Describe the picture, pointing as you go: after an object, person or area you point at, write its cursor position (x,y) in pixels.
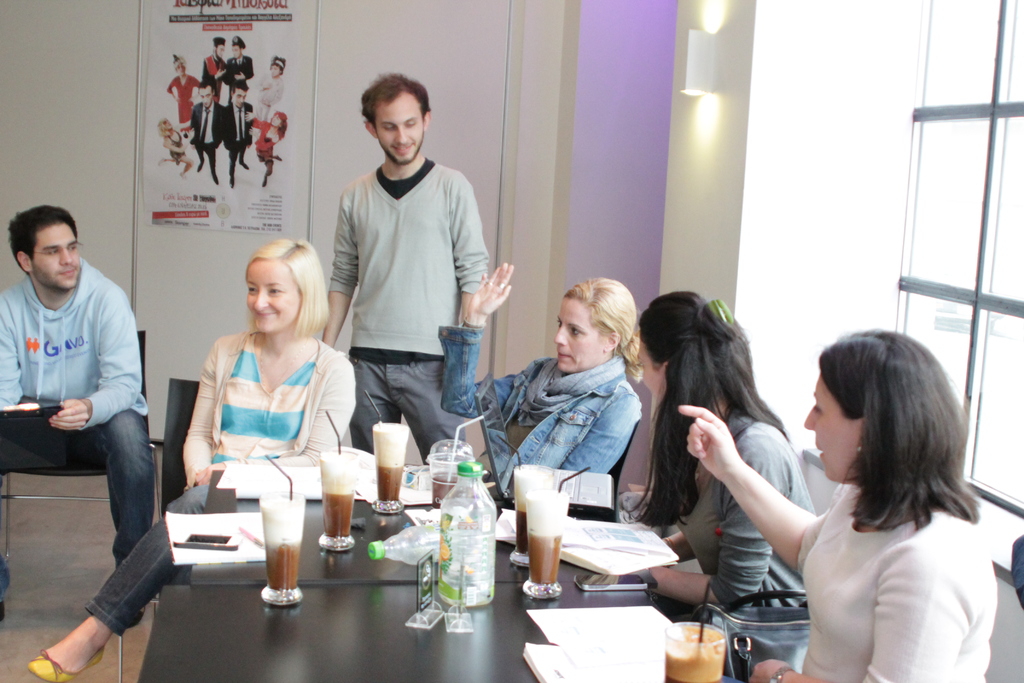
This image is taken indoors. In the background (721,223) there is a wall (725,210) with a window (970,248) and there is a poster (241,118) with a few images (230,149) and text (184,197) on it. On the left side of the image (140,359) a man (60,377) is sitting on the chair (79,463) and he is holding a mobile phone (45,408) in his hands (82,411). On the right side of the image (879,559) three women (770,476) are sitting on the chairs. At the bottom of the image (299,490) there is a table (479,609) with many things (263,553) on it. In the middle of the image (343,432) a woman (256,398) is sitting on the chair (181,472) and a man (422,247) is standing on the floor (46,611).
